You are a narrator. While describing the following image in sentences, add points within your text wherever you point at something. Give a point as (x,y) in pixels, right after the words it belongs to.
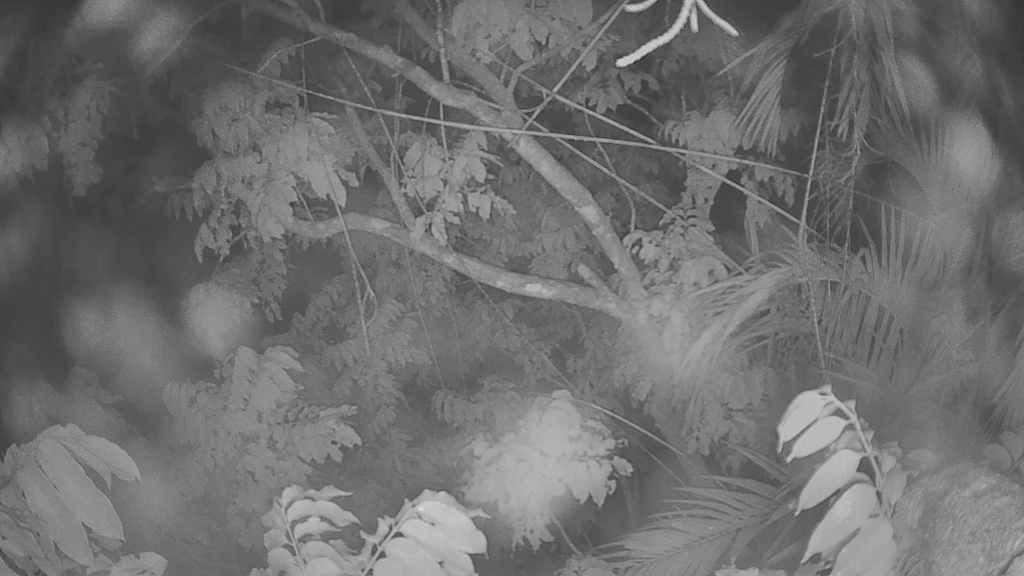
This is a black and white picture. In this there are trees (430,259). Also it is looking blurred in some places.
